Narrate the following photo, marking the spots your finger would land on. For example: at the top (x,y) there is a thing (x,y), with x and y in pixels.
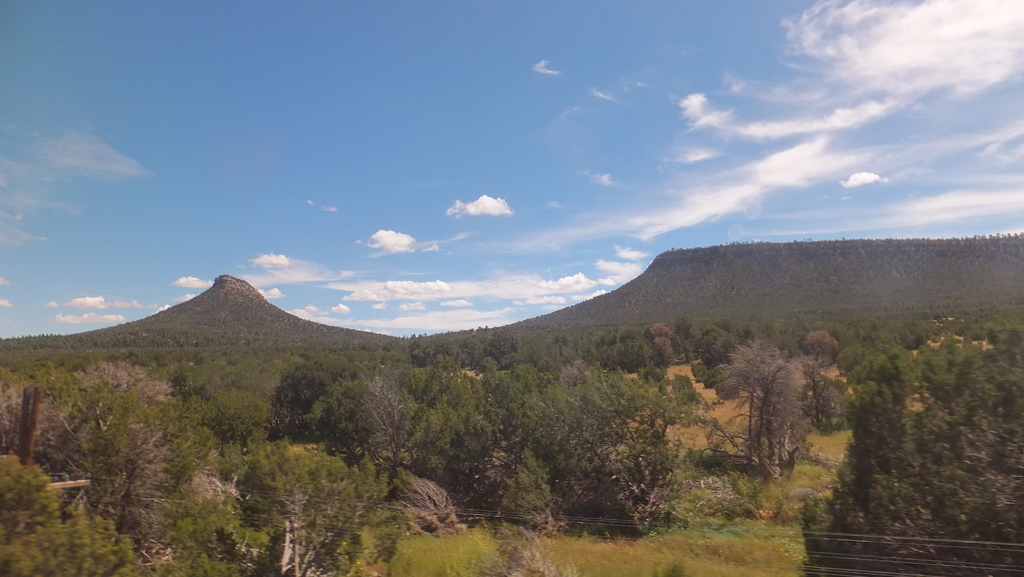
To the bottom of the image (439,540) there is a grass (436,538) and also few plants (175,421) and trees (536,361) are on the ground (691,430). In the background (227,320) there are hills (242,321) with trees (712,330) on it. To the top of the image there hills (197,321) with plants (197,321). And to the top of the image (609,149) there is a blue sky (538,148) with white clouds (364,324).
